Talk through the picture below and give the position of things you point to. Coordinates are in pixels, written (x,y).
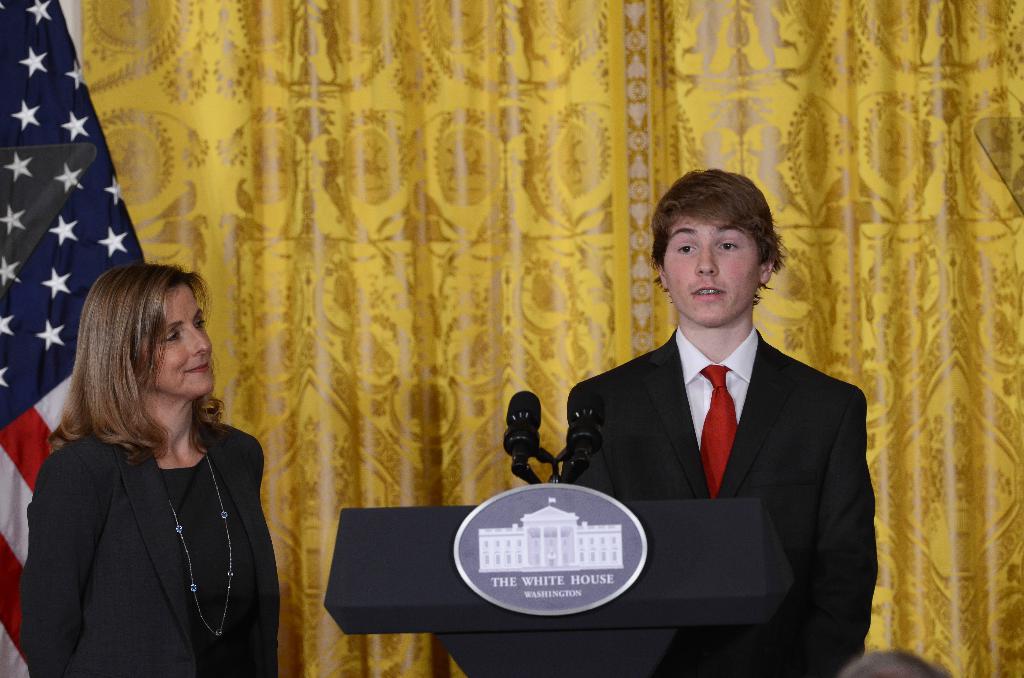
There are two people (182,504) standing and she is smiling, behind this woman (156,549) we can see flag (106,207) and in front of this person (673,418) we can see microphones (538,435) and board (564,591) on the podium (731,556). In the background (129,209) we can see curtain (384,380).
